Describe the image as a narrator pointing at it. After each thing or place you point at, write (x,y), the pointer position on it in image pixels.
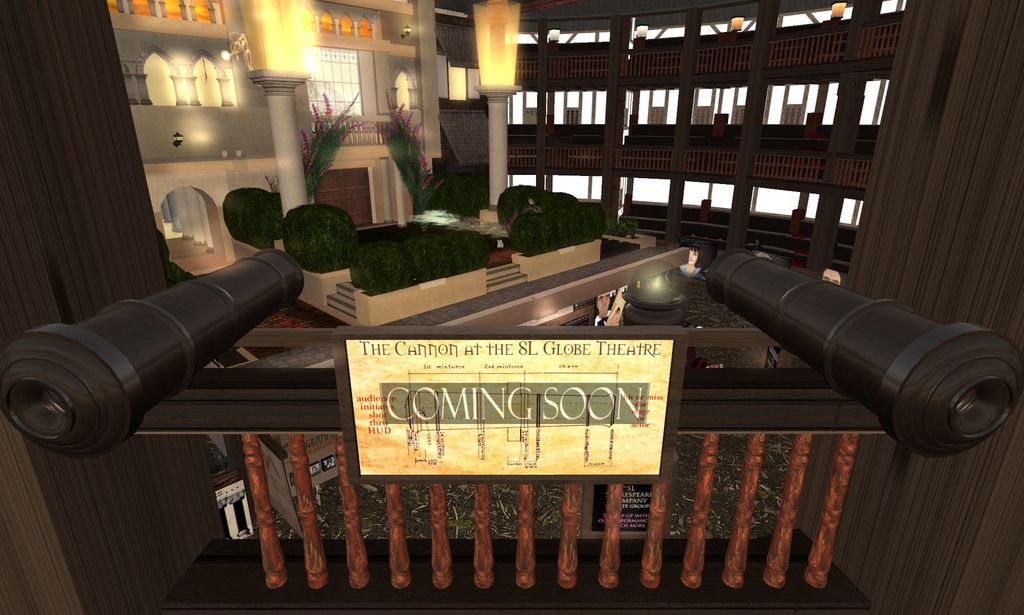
This is an animated image where we can see the board (512,428) on which we can see some text (398,405), here I can see some objects (933,398), railing (393,489), shrubs (408,265), pillars (296,202) and lights (258,8) in the background (753,53).
